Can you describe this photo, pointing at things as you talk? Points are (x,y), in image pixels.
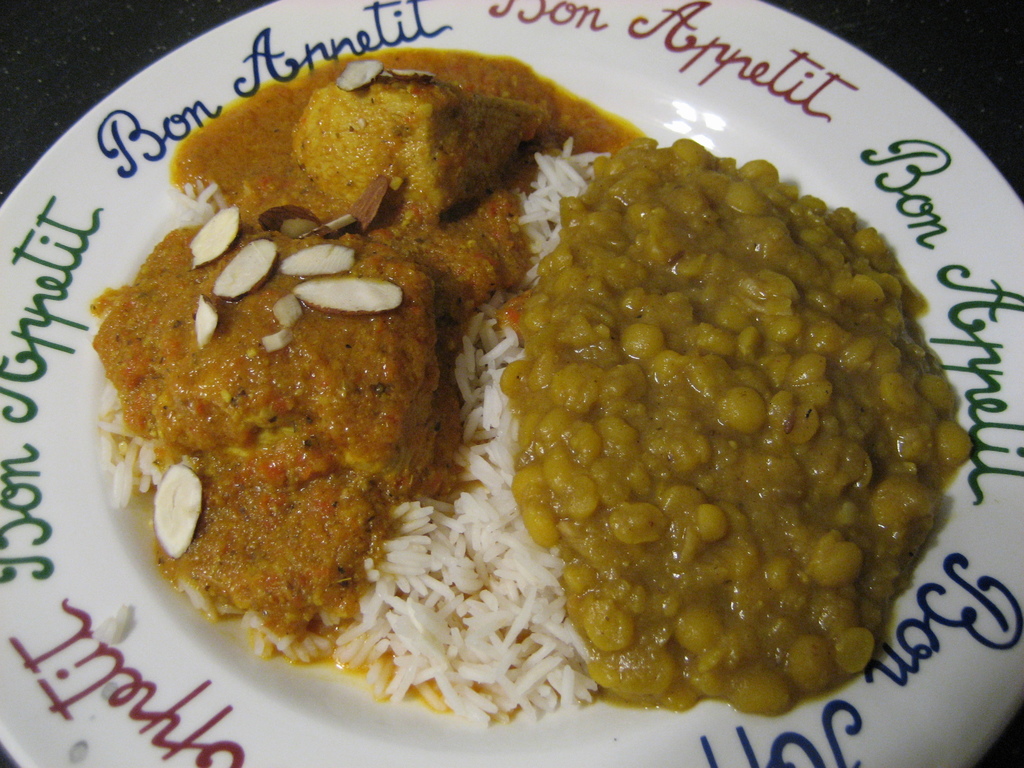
In this image, I can see a plate (816,727) with letters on it. I can see rice (456,516), curry (680,506), dry fruits (321,286) and few other items (710,270) on it. The background (963,61) looks dark.
